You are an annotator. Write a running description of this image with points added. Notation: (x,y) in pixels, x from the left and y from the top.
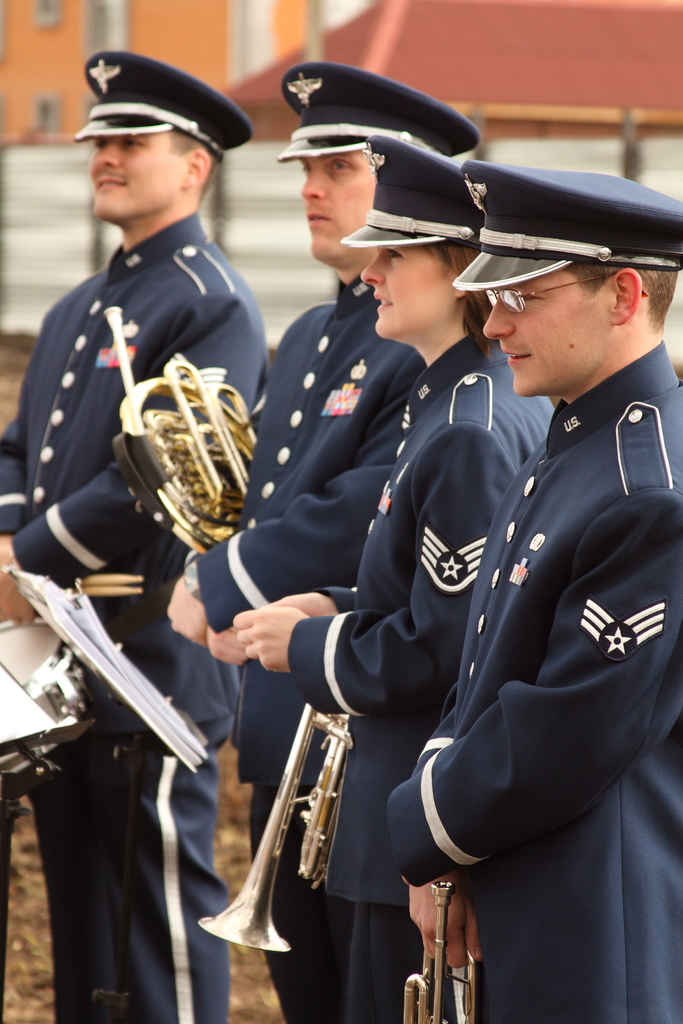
There is group of persons (432,246) in blue color dresses (616,863), some of them are holding musical instruments (196,371) and standing on the ground (32,925). In the background (298,189), there is fence (265,256), there is wall (214,32), there is roof (255,91) and other objects (322,42).
